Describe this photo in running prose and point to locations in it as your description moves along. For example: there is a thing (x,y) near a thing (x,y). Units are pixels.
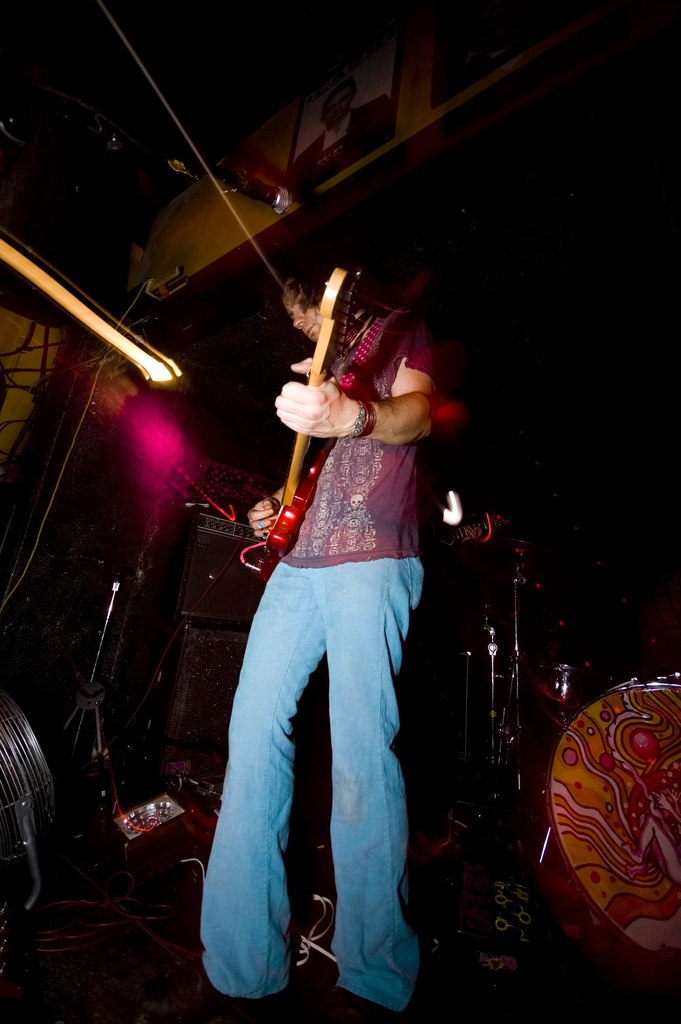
In this picture there is a man (370,435) playing guitar (298,431). There is a drum (575,782) and few other musical instruments (200,723) at the background (243,576). There is a light (86,305) and a frame (317,93) on the top (301,131).
